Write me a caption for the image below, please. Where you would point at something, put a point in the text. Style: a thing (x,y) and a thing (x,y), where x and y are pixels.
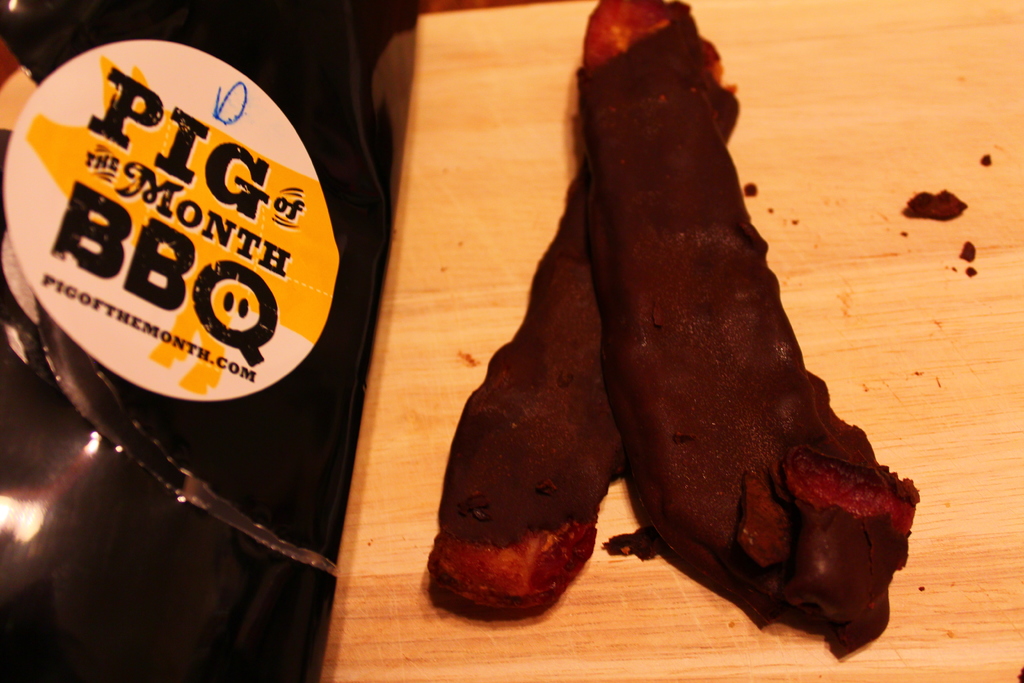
In this image I can see the food (625,429) in brown color and the food (763,455) is on brown color surface (906,253). I can see the sticker (168,310) is attached to the black color object (211,436).
